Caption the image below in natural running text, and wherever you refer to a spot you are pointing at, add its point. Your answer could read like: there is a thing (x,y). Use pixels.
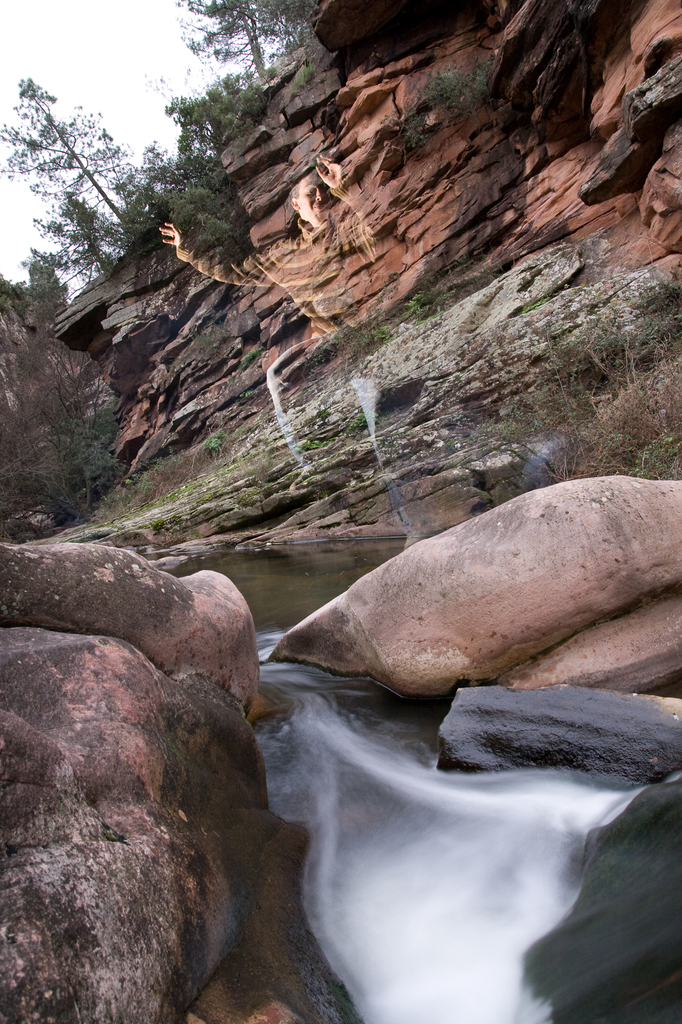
In the center of the image (263,428) we can see the sky (112,59), trees (253,10), rocks (529,312) and water (378,876).
